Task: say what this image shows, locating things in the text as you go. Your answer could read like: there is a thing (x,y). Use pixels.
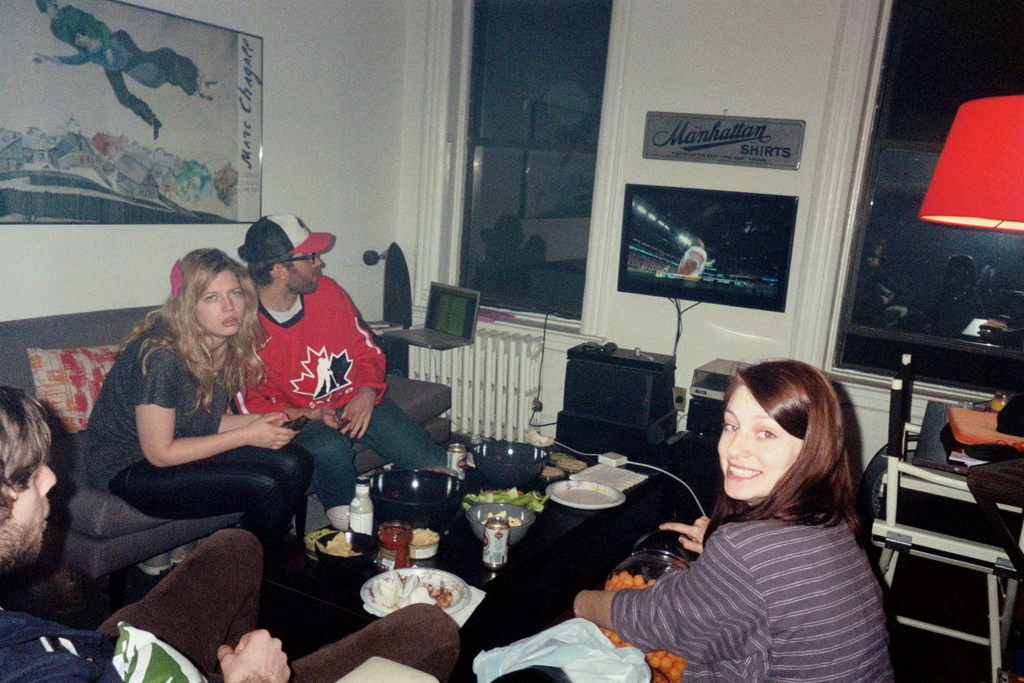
In the foreground of this picture (366,387), there are four persons (213,463) sitting and there is a table (321,581) in front of them on which there are bowls (500,466), jars (383,546), tins (498,531), plate (427,574) on it. In the background (347,153), there is a wall (320,95), photo frames (165,99), skateboard (400,299), laptop (448,330), table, television (666,285), glass windows (878,289), chairs (947,545) and a lamp (949,219).
